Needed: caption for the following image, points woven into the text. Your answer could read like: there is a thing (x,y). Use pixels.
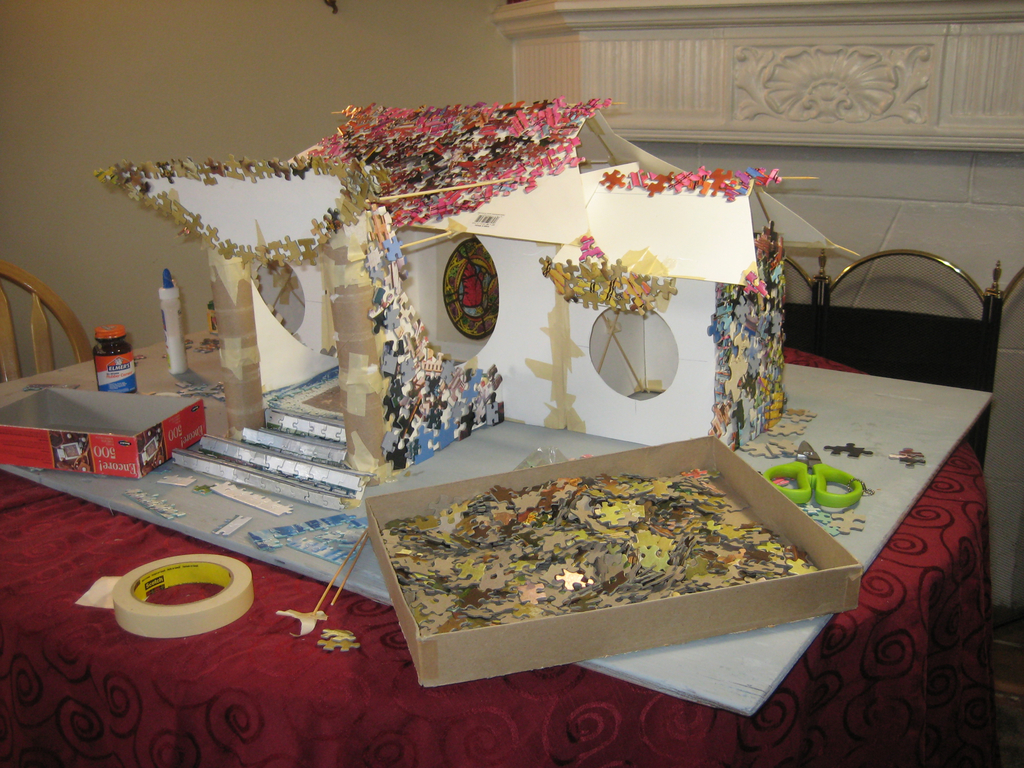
In the image we can see there are puzzle pieces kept in the box (785,533) and there is a house (665,356) made up of cardboard sheets (530,288). Puzzle pieces (474,141) are pasted on the house (346,277) and there are scissors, glue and tape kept on the table (187,586). Behind there is a wall (21,298).
